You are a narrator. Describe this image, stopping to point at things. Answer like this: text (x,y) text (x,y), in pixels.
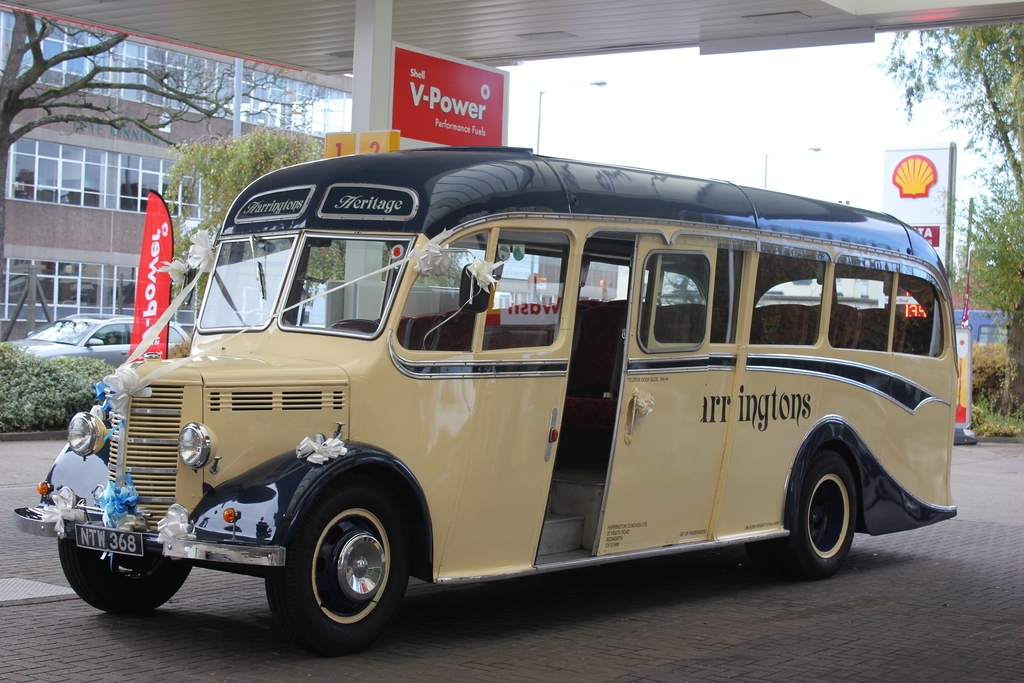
In this image there is a vehicle (503,391) parked, beside the vehicle (302,181) there is a banner (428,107) with some text (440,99), pillar (382,124) and at the top of the image (262,6) there is a metal shed (333,28). In the background (125,99) there is a building (63,150), a vehicle (127,338) moving on the road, trees (121,86), plants (35,367), a few boards (892,174) with some text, street lights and the sky (748,101).
